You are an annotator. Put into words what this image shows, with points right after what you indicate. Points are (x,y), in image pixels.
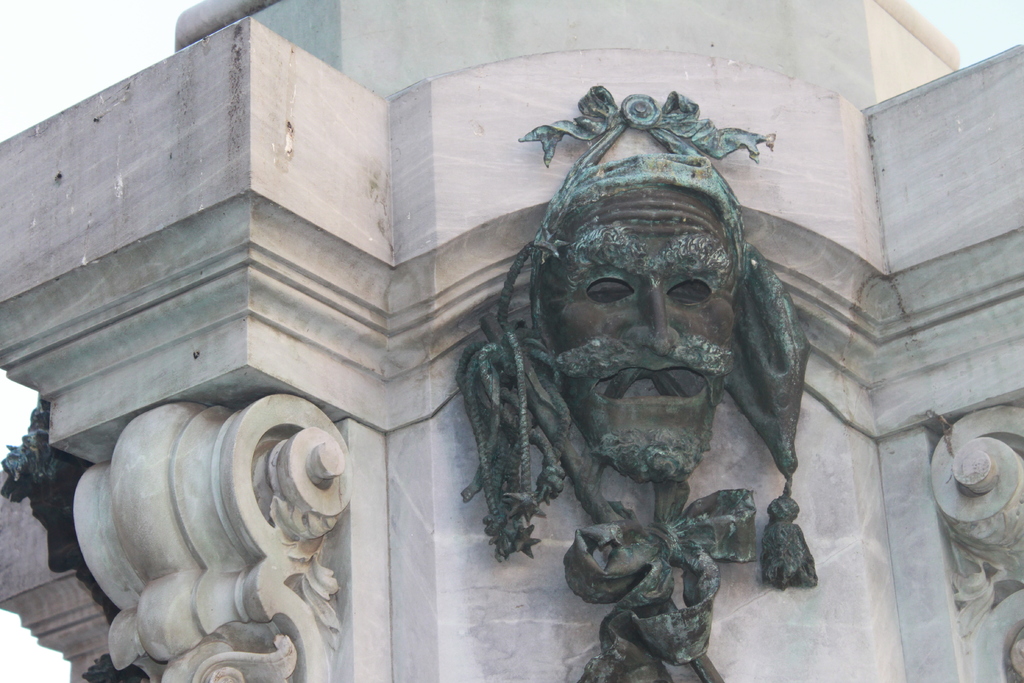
In this image we can see there a mask (578,172) hanged on the wall (542,675).
